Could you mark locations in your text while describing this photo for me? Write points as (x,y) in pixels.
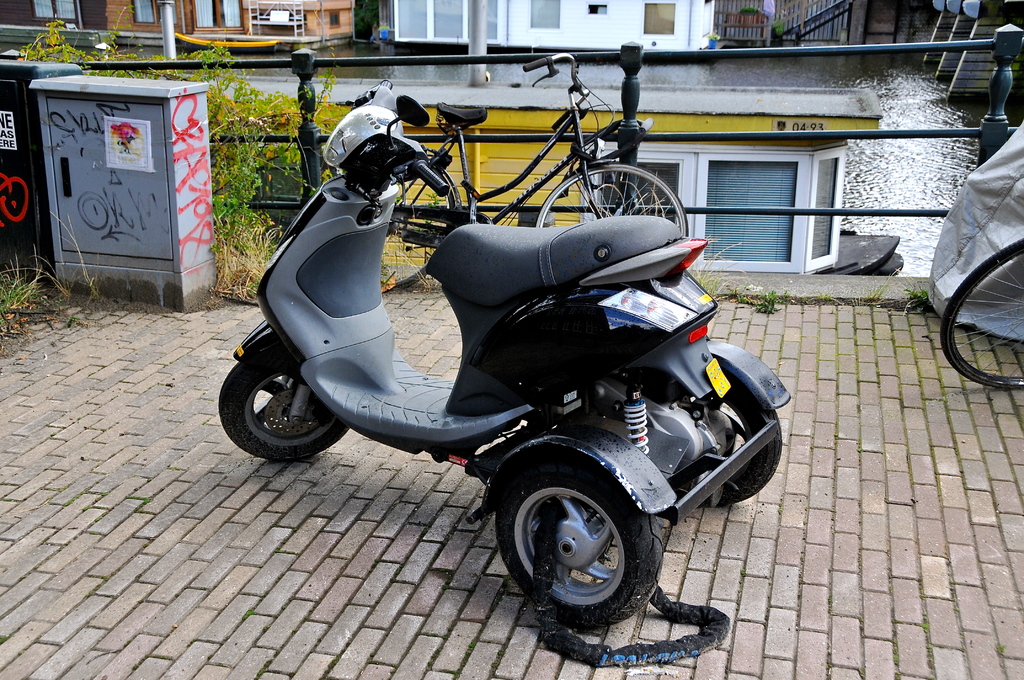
In this image, we can see a vehicle (534,317) on the road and in the background (127,136), there are bicycles (551,173), electrical equipment (117,185) and some posters (114,156) on them and we can see trees (198,58), sheds (200,24), poles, boats (866,125) on the water (925,111) and there are plants (777,30) and railings (796,37).
